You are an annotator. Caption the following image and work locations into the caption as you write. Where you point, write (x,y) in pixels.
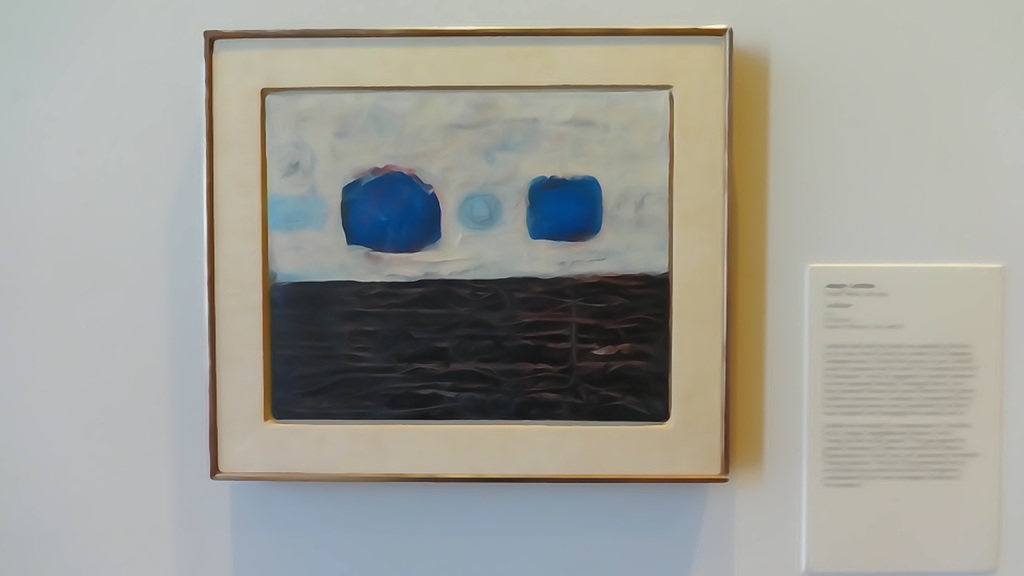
Here we can see a frame (658,339) and a board (844,370) on the wall (78,371).
